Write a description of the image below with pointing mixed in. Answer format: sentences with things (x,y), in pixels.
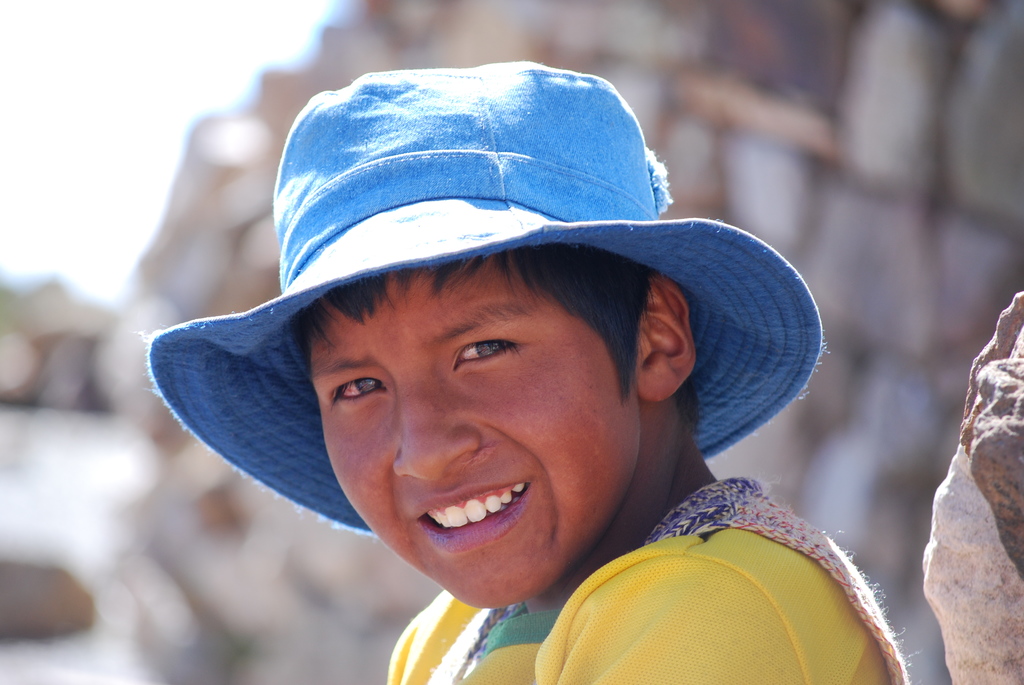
In this image in the foreground (481,316) there is one boy (441,443) who is wearing a hat (691,247) and smiling, and on the right side (939,548) it looks like a rock (1000,411) and there is a blurry background (200,282).
